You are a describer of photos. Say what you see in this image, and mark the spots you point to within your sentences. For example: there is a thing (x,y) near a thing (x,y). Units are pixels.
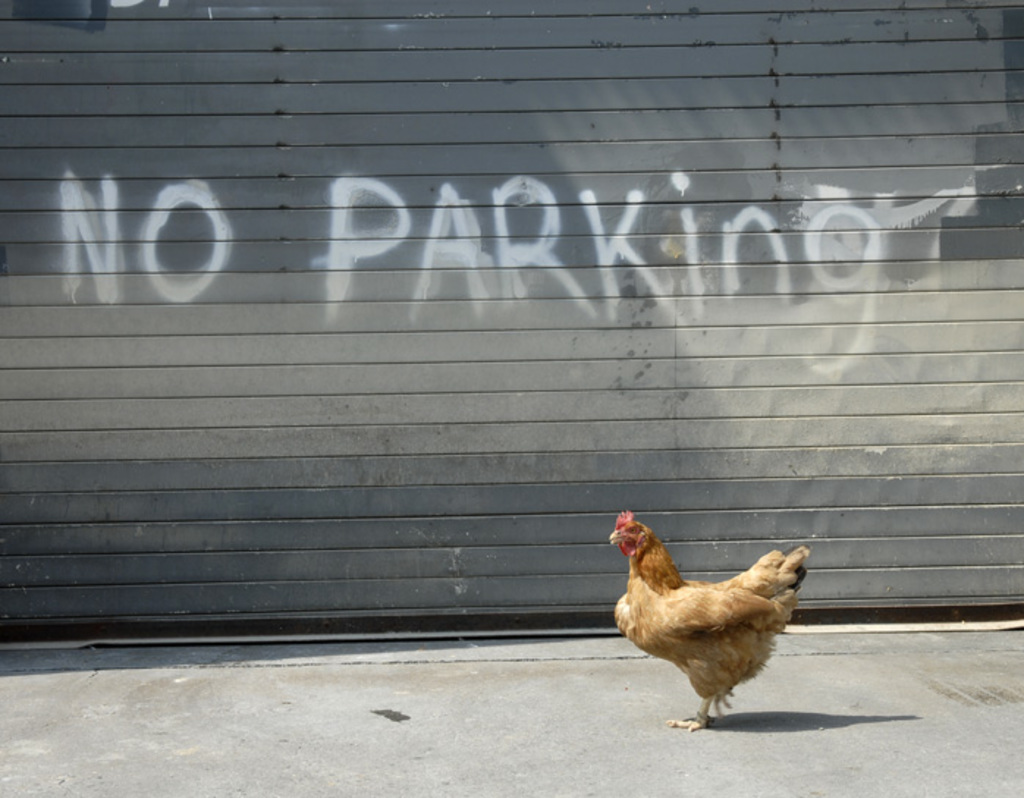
In this image, we can see a hen (708,654) is walking on the ground (231,726). Background (234,561) there is a wall (187,507). Here we can see some text (71,284).
